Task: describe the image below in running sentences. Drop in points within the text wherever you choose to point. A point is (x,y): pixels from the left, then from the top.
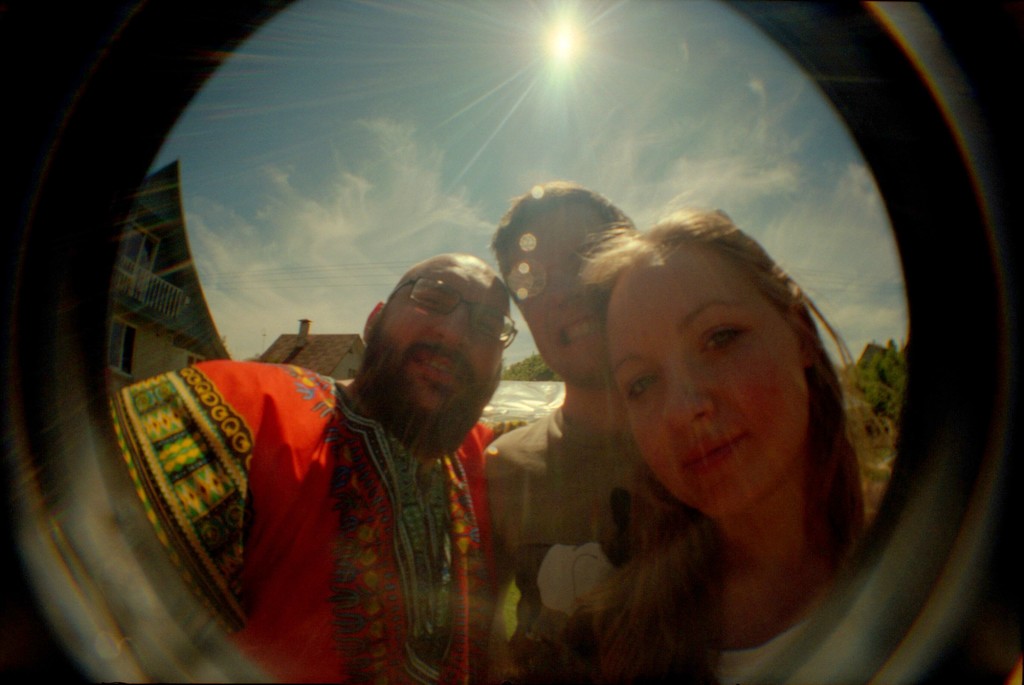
In this picture there are two persons (420,335) standing and smiling and there is a person (784,534) standing. At the back (876,407) there are buildings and trees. At the top (369,44) there is sky (418,79) and there are clouds (810,271) and there is a sun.
